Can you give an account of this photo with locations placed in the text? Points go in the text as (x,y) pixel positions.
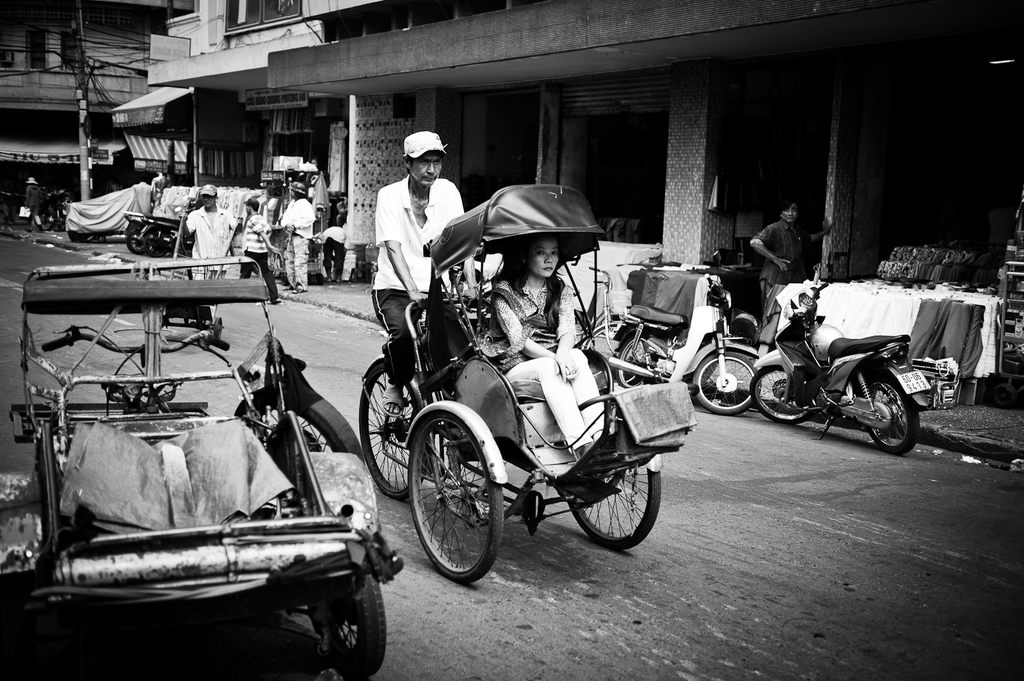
In this picture we can see couple of three wheeler vehicles (472,478) in the front (538,407), in the background (311,201) there are some people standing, on the right side (780,370) we can see motorcycles (747,373), there are some buildings (327,68) in the background (33,45), on the left side (87,96) there is a pole (82,117) and wires (74,64), it is a black and white image, there are two persons (509,313) sitting on this vehicle (452,278).
